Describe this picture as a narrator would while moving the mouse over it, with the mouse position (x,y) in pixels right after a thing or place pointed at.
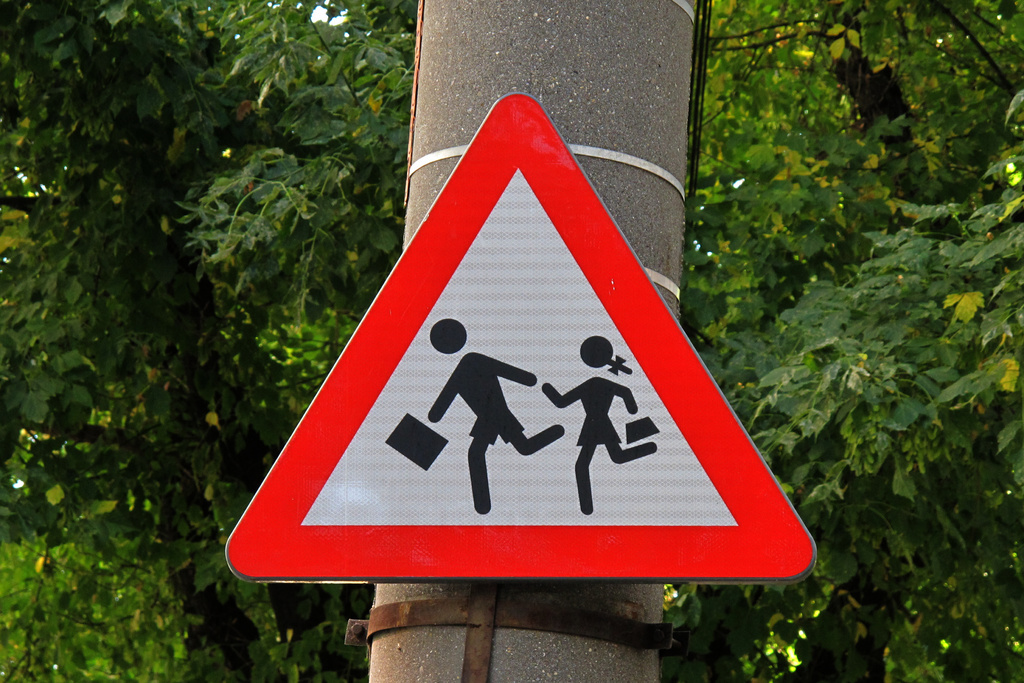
In this image we can see a sign board (386,532) is attached to the pole (541,645). Background of the image (329,102), trees (854,451) are there.
